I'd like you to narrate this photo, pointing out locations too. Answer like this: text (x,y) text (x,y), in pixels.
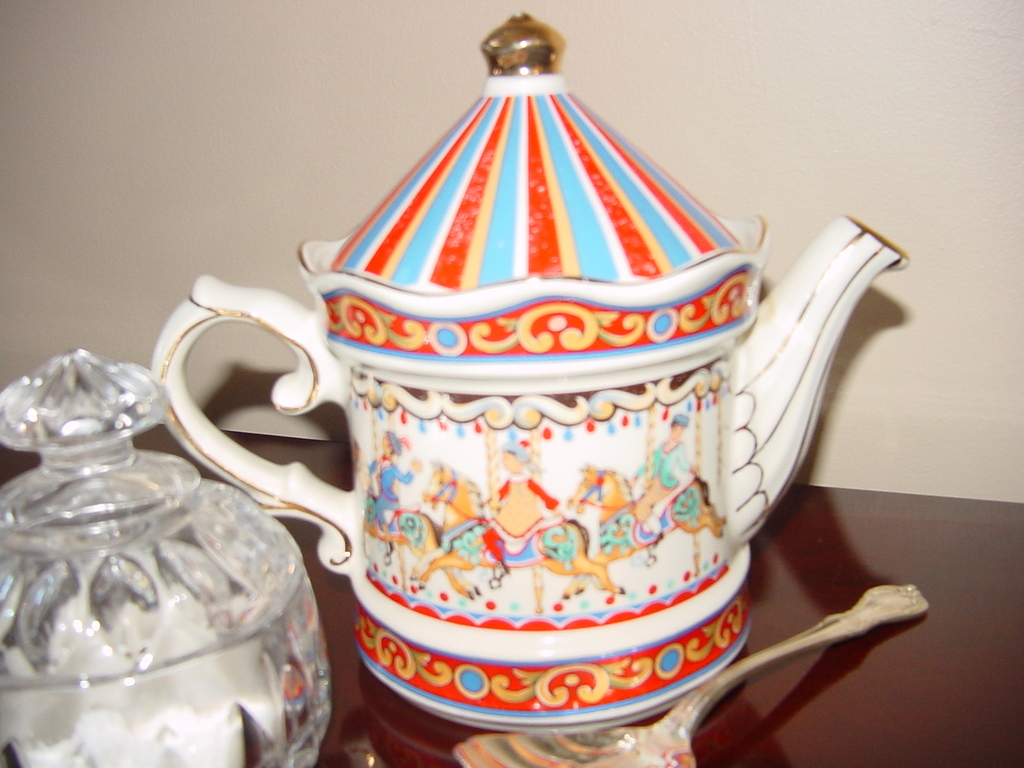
In this image I can see the brown colored surface (908,657) and on it I can see a spoon (572,759), a tea container (608,538) which is white, cream and red in color and a glass bowl (183,632). In the background (145,135) I can see the cream colored surface (197,150).
